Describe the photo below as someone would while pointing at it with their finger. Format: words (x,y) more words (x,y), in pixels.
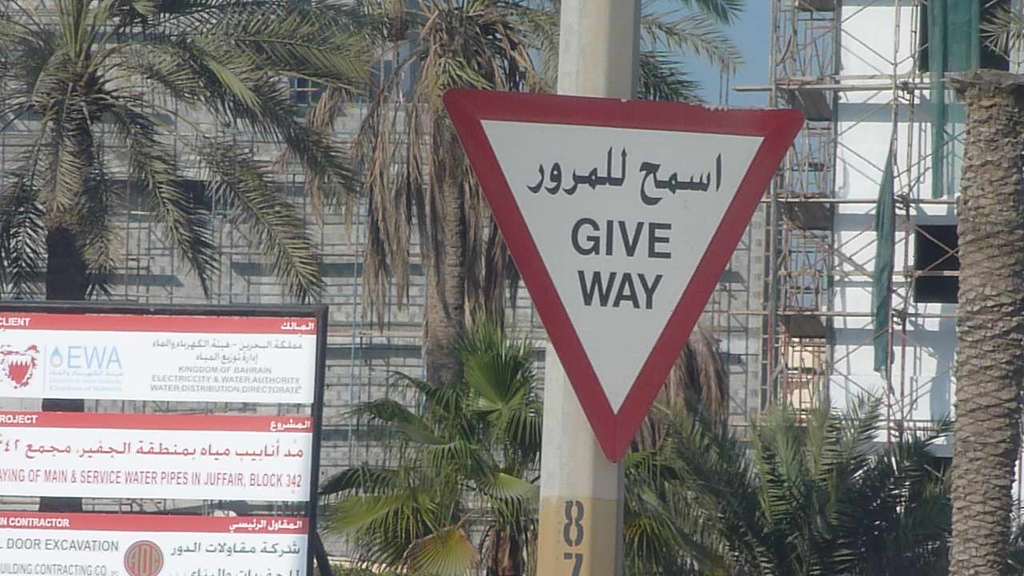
In this image we can see few boards (168,367) with text (286,453), a pole (575,53) with a board (616,243), there are few trees (866,420), buildings (349,101), few metal rods (778,258) and the sky (711,38) in the background (785,12).
